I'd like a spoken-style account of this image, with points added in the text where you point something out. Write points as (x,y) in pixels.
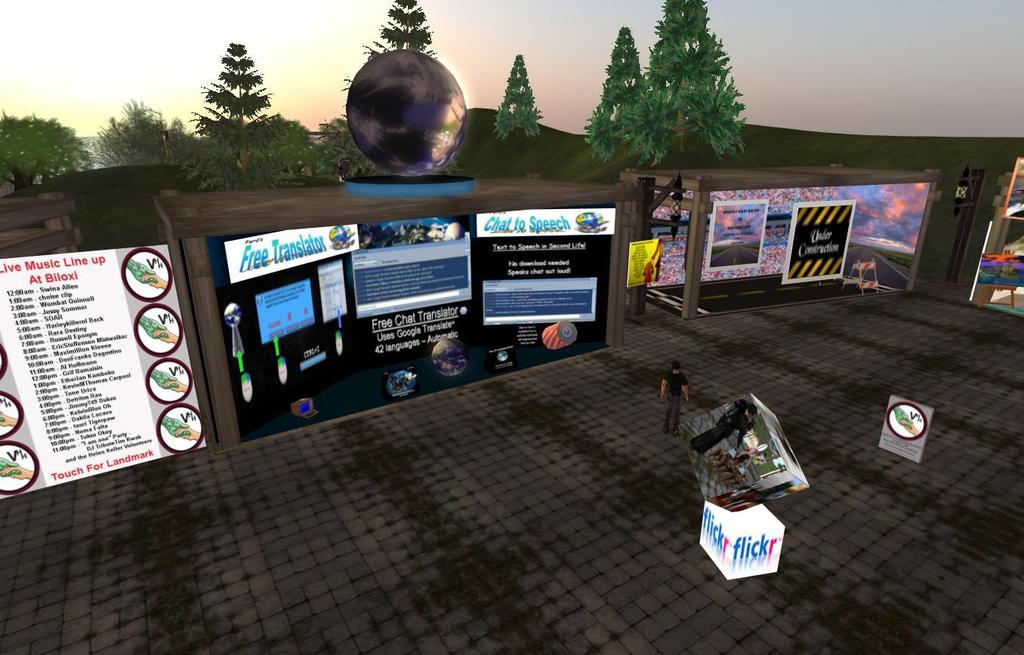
This is an animated picture, there is a person (674,376) standing wearing clothes (668,417). There are the posters (810,266), trees (686,90), mountain (550,144), footpath (750,342) and a sky (853,55). This is a circular shaped object (406,115).
